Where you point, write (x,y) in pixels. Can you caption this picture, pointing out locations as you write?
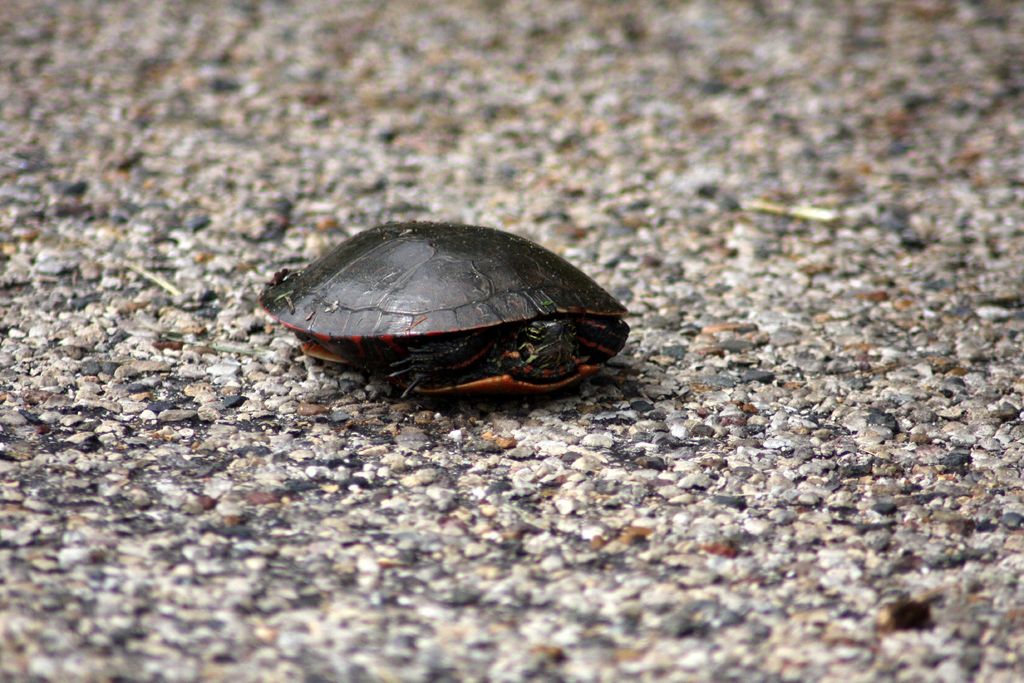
In the image we can see a tortoise (416,228).
